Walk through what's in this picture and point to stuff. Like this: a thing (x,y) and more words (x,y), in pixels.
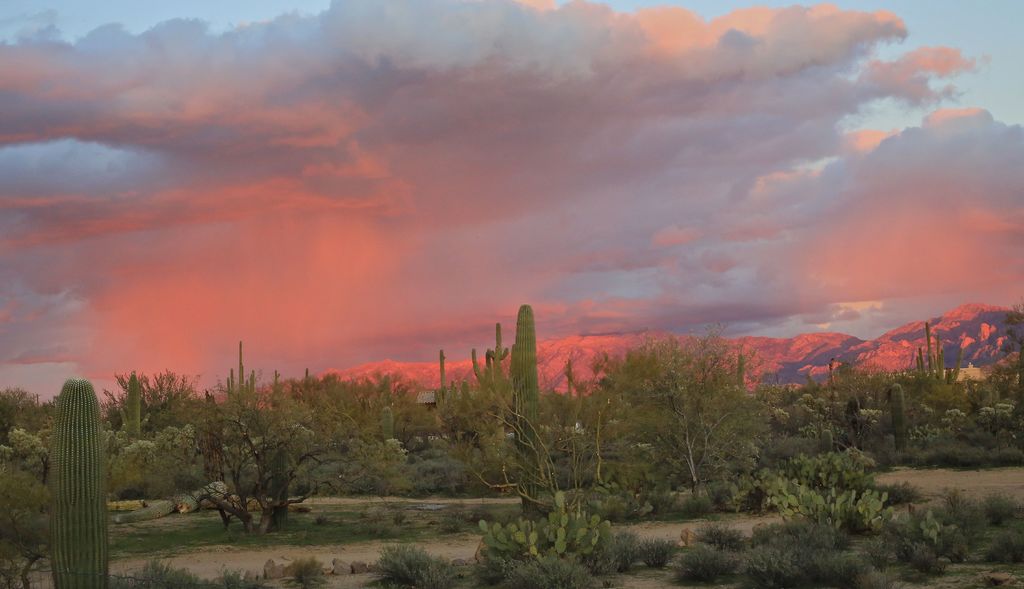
In this image we can see the trees (694,423), plants (592,542), grass (264,534), stones (334,565) and also the sand (697,520). In the background (915,331) we can see the mountains (825,348) and also the sky (350,106) with the clouds (736,108).
